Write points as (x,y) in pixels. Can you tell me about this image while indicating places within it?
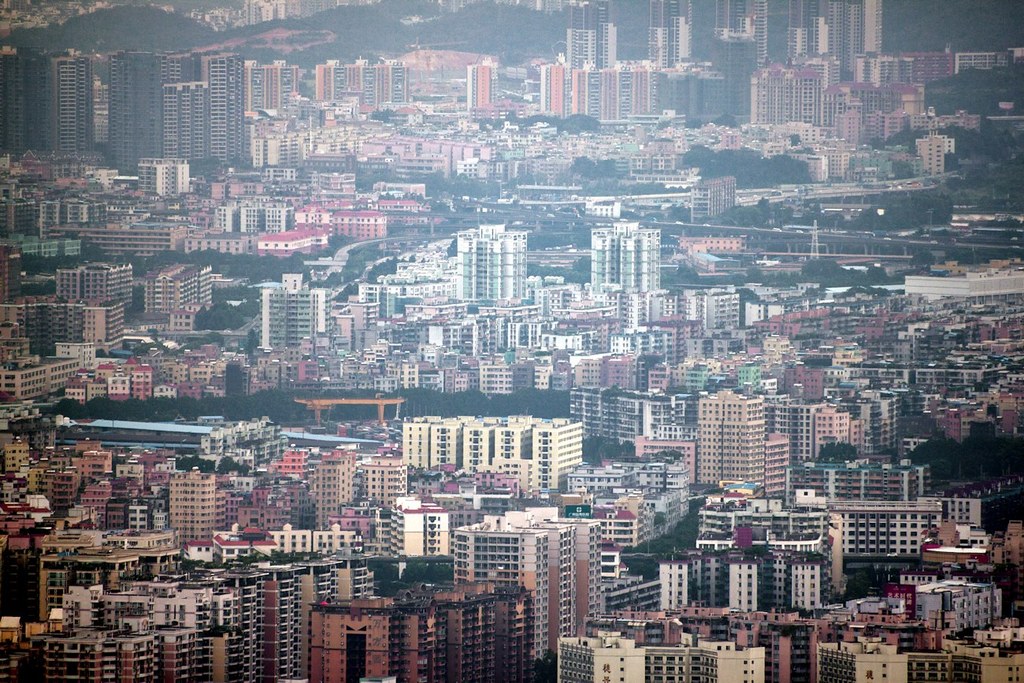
It is a picture of a well developed city (456,382), there are plenty of towers (486,635) and buildings (752,370) and there are few trees (269,403) in between some of the buildings (630,392).
